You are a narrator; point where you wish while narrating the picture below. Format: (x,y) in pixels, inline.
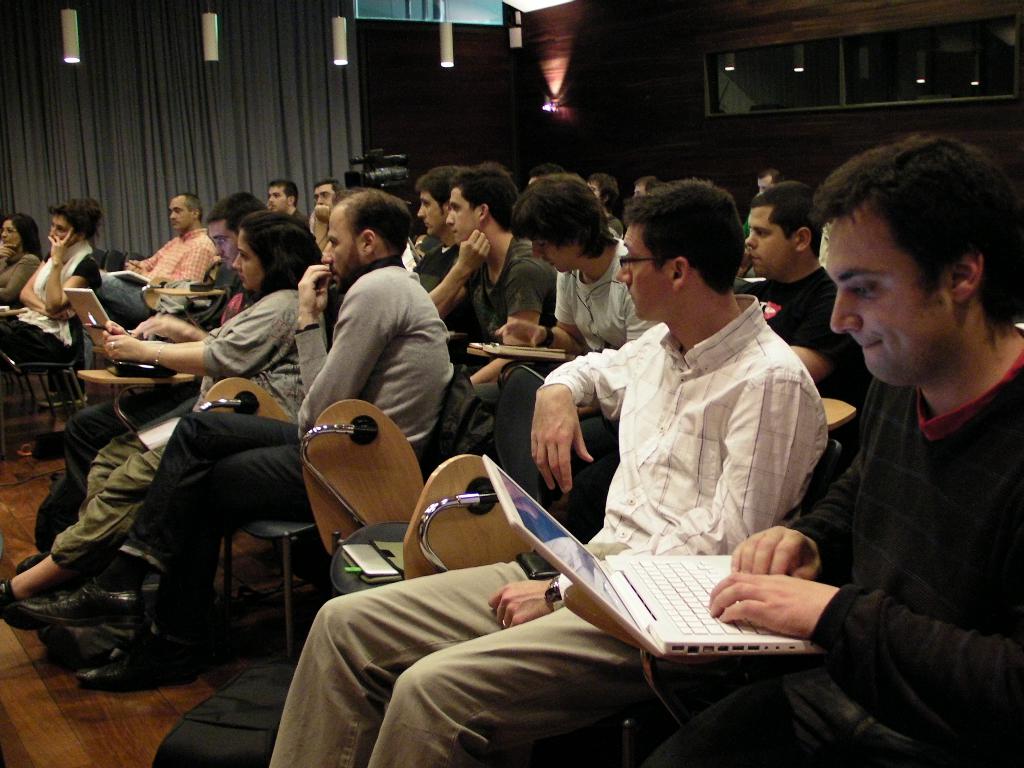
In this image we can see people (183,577) sitting and there are laptops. We can see bags (277,678). In the background (95,181) there is a curtain (302,142) and a wall (575,122). We can see lights (72,47).
